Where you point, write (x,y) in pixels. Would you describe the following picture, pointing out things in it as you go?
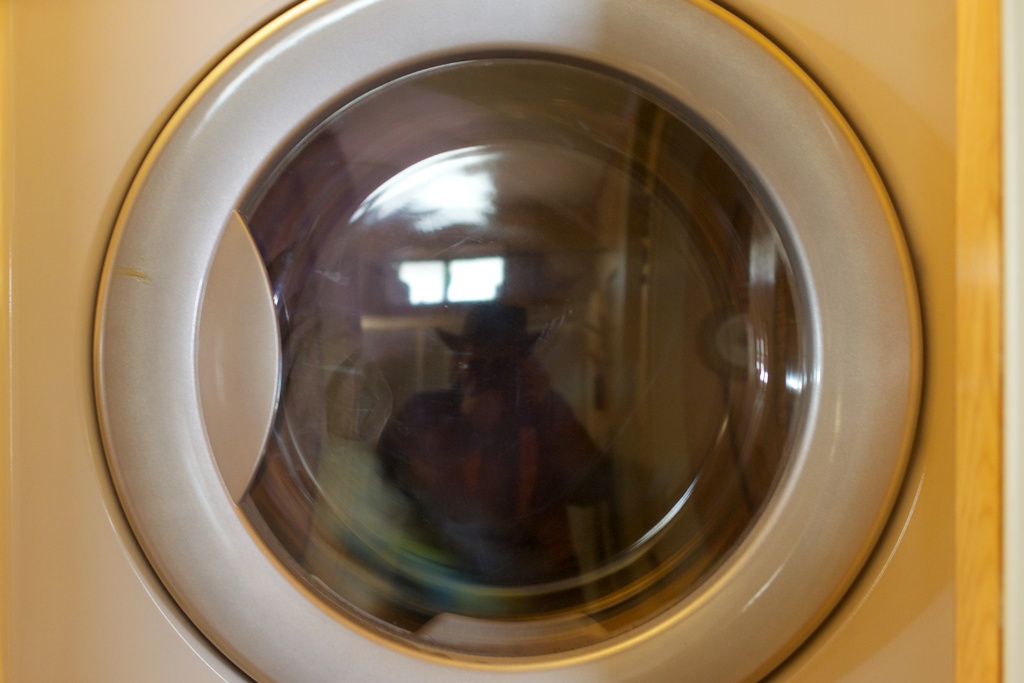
In the picture we can see a part of a washing machine (727,478) with a round glass (482,541) to it.
